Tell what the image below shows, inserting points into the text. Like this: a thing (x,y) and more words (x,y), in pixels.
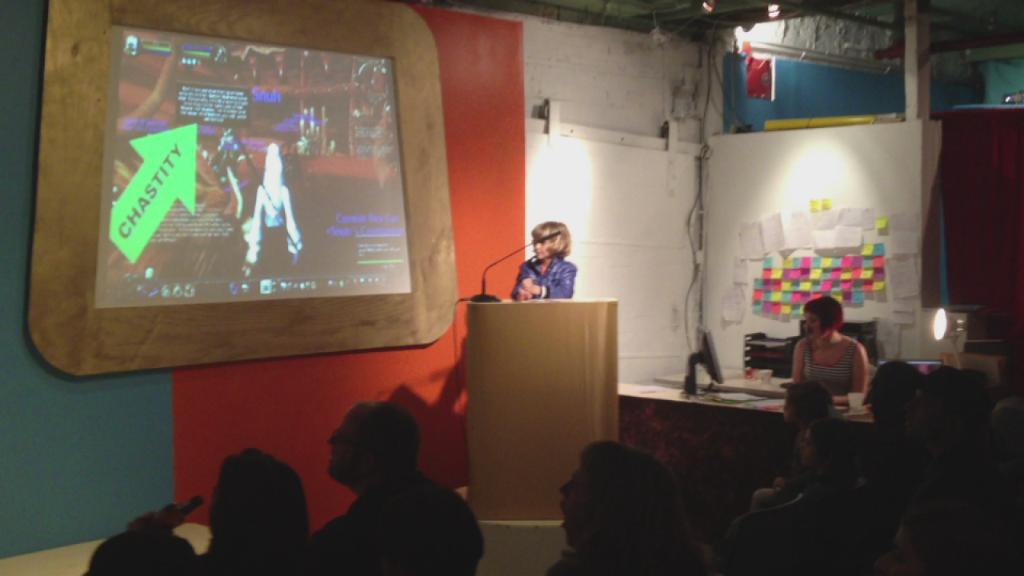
In this image in the front (575,481) there are persons (575,488) sitting. In the center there is a table (712,402) and on the table (716,386) there is a monitor (697,365) and there is a woman (839,365) sitting. In the background (537,336) there is a podium (546,346) and behind the podium (544,360) there is a woman (552,278) standing and on the podium (547,323) there is a mic (496,261). On the left side (185,200) there is a screen display (330,212) on the wall (514,271) and on the right side (823,242) there are papers (772,240) on the board (845,208) and there is a curtain (993,205) which is red in colour and there is a wall (693,84).
